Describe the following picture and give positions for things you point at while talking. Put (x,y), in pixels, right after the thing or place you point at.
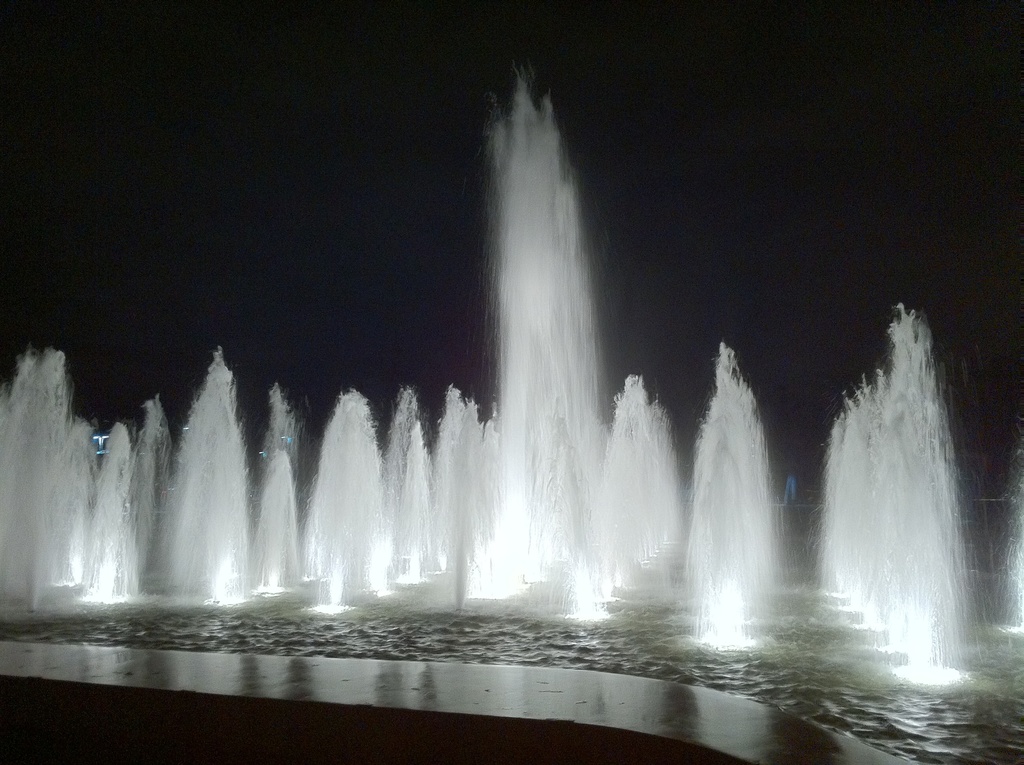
As we can see in the image there is water (507,640) and fountains (470,480). At the top (455,70) there is sky (481,80). The image is little dark.
